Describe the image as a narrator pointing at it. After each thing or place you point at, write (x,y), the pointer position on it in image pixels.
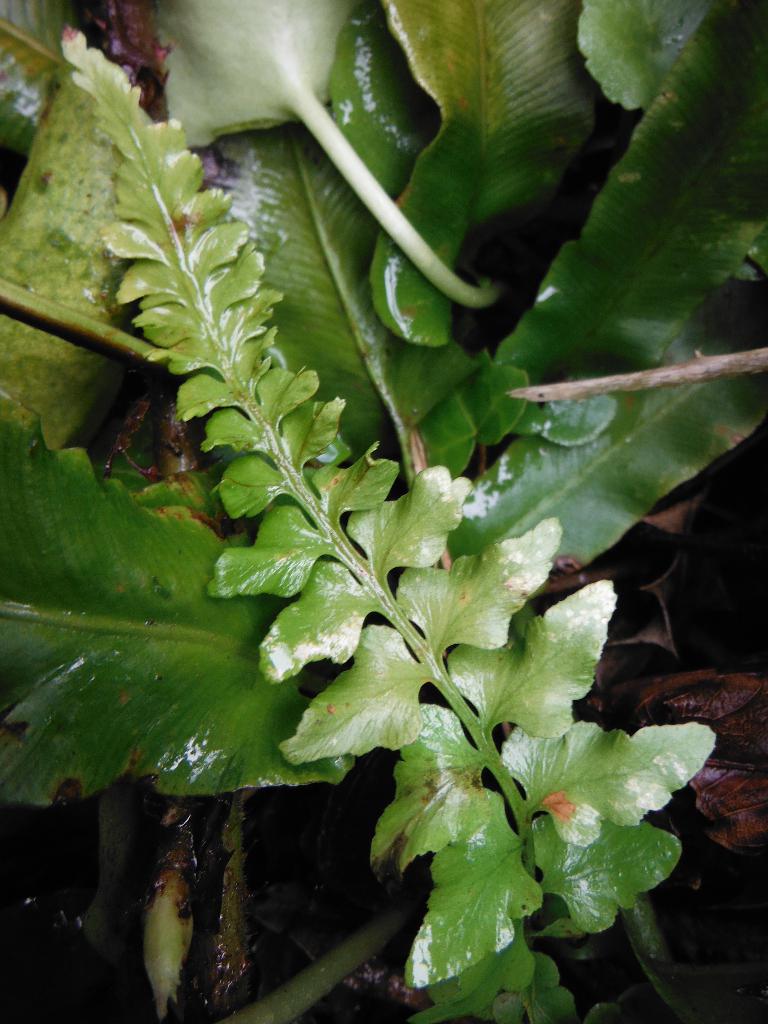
This is the picture of a plant (74,486). There are leaves (252,579) on the plant (479,613).
